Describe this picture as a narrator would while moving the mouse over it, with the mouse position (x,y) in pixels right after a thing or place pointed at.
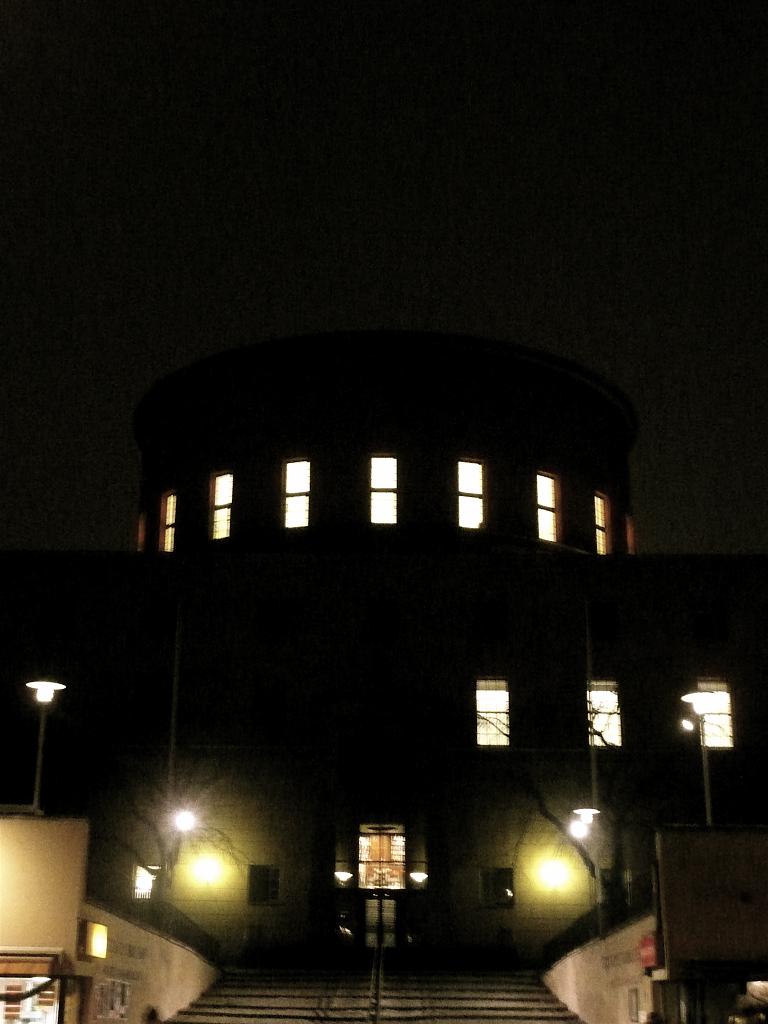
In this we can see a building (305,548) with windows (472,497) and in front of the building (263,660) they are looking like trees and there are poles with lights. Behind the building (277,632) there is the sky (374,176).
